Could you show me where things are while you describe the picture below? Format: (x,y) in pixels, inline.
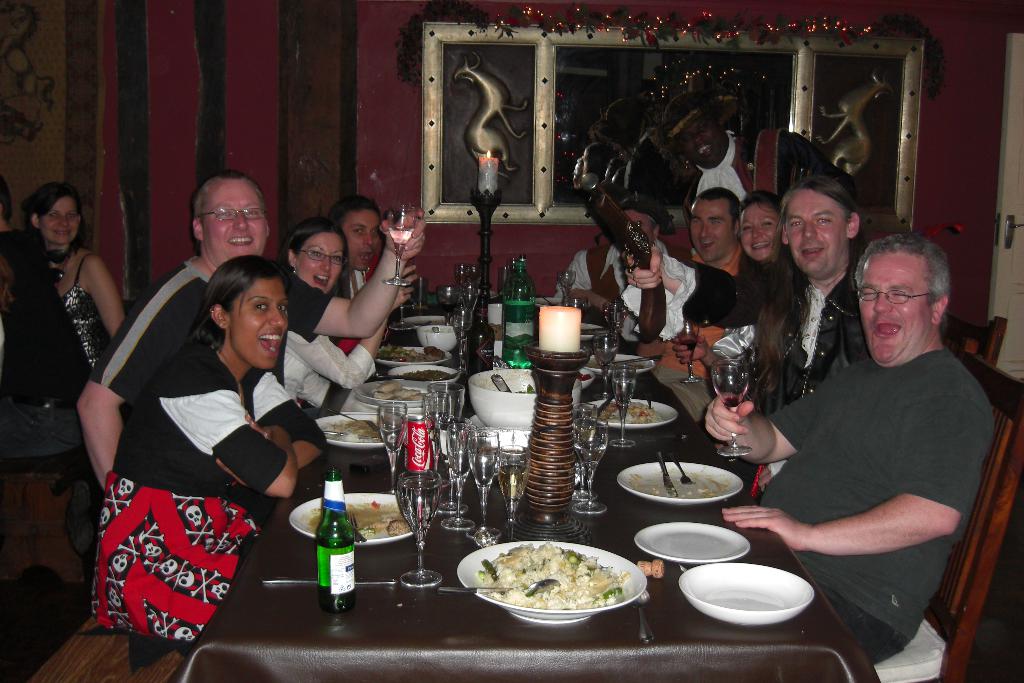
In this picture I can see many peoples (676,300) who are sitting on the chair (1007,443) near to the table (737,471). On the table (647,449) I can see the wine glasses (620,398), water glasses (616,383), water bottles (508,310), coke can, rice (520,596) in a plate (542,614), plates (604,610), forks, spoons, knives (664,463), candle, pot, bowl (493,390), tissue paper (501,439) and other objects (540,442). In the back (477,126) I can see the frame (469,120). On the left (75,274) there is a woman (66,259) who is sitting near to the wall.
